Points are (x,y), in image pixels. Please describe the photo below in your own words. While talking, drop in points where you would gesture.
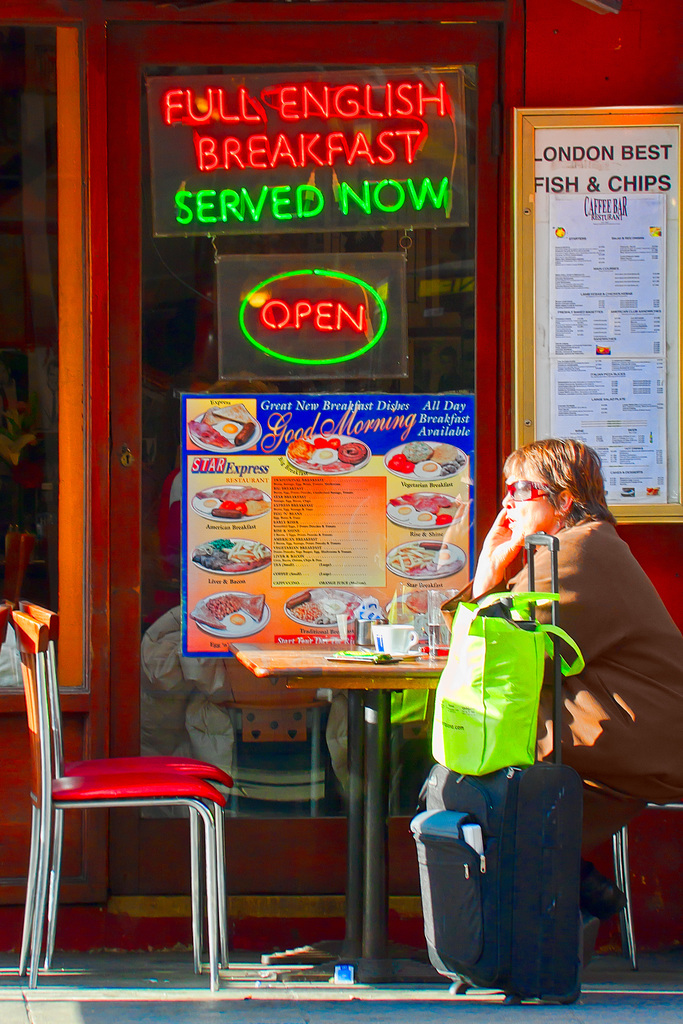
A person (578,764) is sitting on the chair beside her luggage (472,742) at the table (409,680). In the middle (285,448) there is a glass door (327,237) and a poster (350,434) on it,
